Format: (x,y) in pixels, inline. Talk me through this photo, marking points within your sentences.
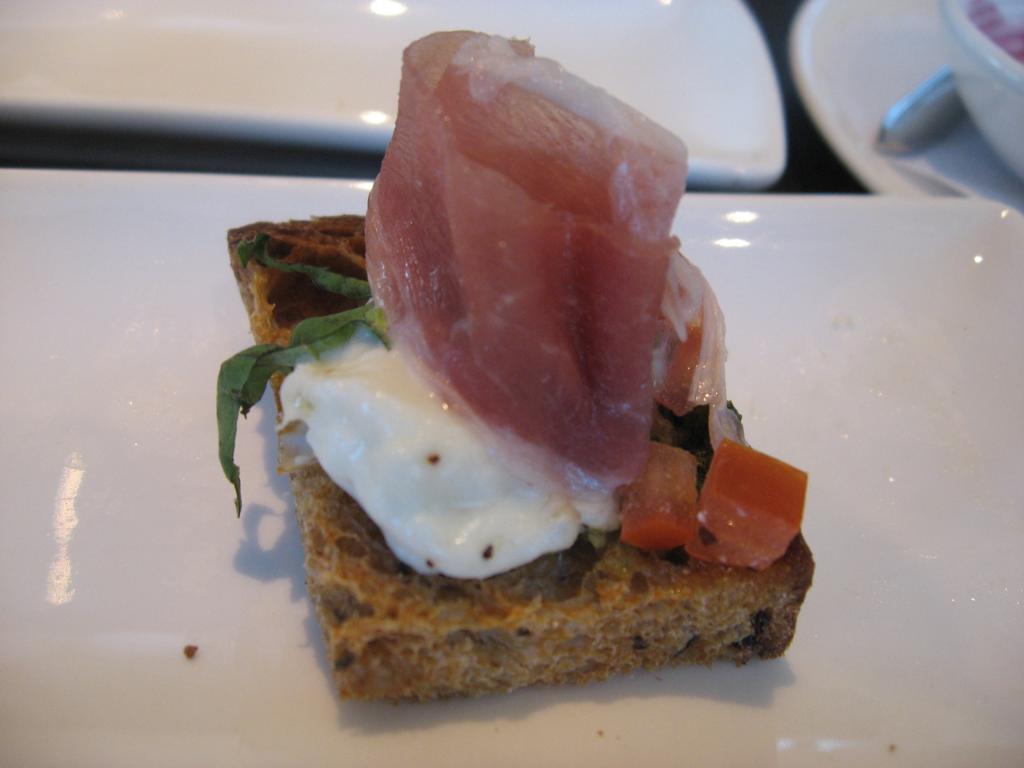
In this picture we can see eatable item (510,458) is placed on the white color surface (898,399). Side we can see some plates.
